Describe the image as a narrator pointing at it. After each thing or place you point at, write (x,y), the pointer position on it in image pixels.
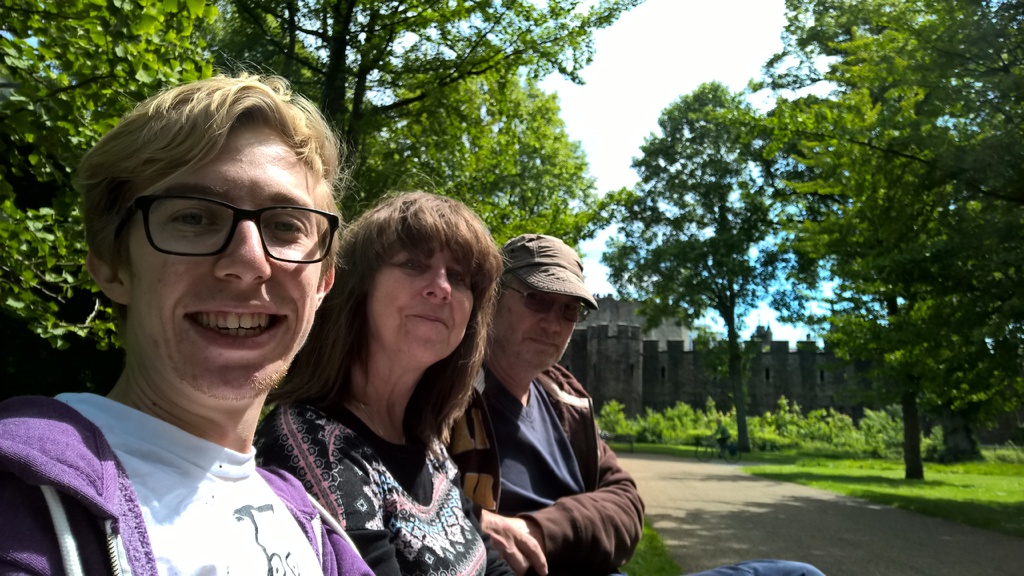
In this image we can see three persons (342,291) sitting and we can also see trees (532,114), plants (814,418), building (634,312) and sky (615,160).
